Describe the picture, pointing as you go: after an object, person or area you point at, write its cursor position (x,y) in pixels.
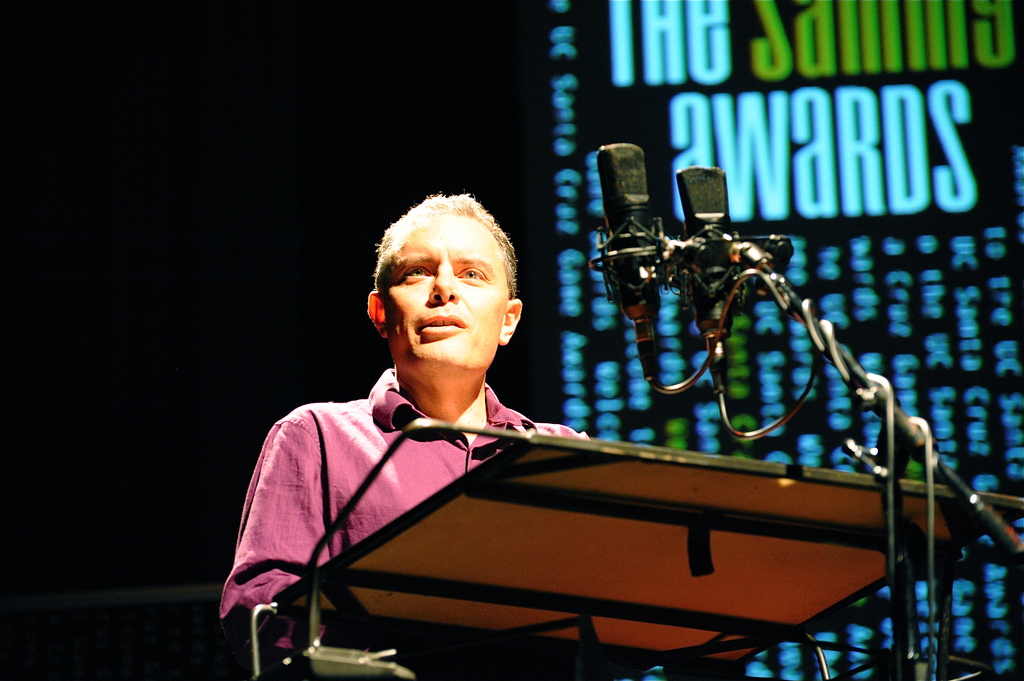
In this image we can see there is a person (424,435) standing and talking into a mic (709,297). And there is a stand (493,555). At the back (603,132) there is a screen (738,139). And at the left side (156,209) there is a dark background (239,246).
